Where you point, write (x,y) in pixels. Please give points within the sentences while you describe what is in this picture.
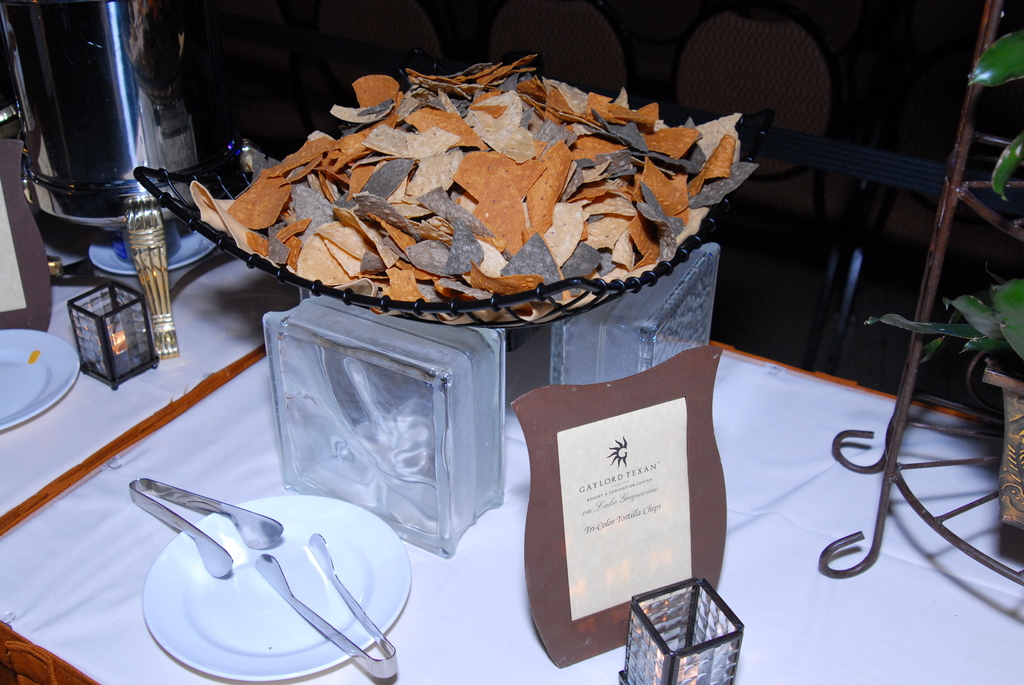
In this picture I can see the chips (443,232) on the tray (587,279), beside that I can see the box (447,468). On the table (873,500) I can see the plates (239,557), holders (190,494) and other objects (8,224). In the top right (1007,163) I can see the plants (983,347) on the pot (1013,451).
